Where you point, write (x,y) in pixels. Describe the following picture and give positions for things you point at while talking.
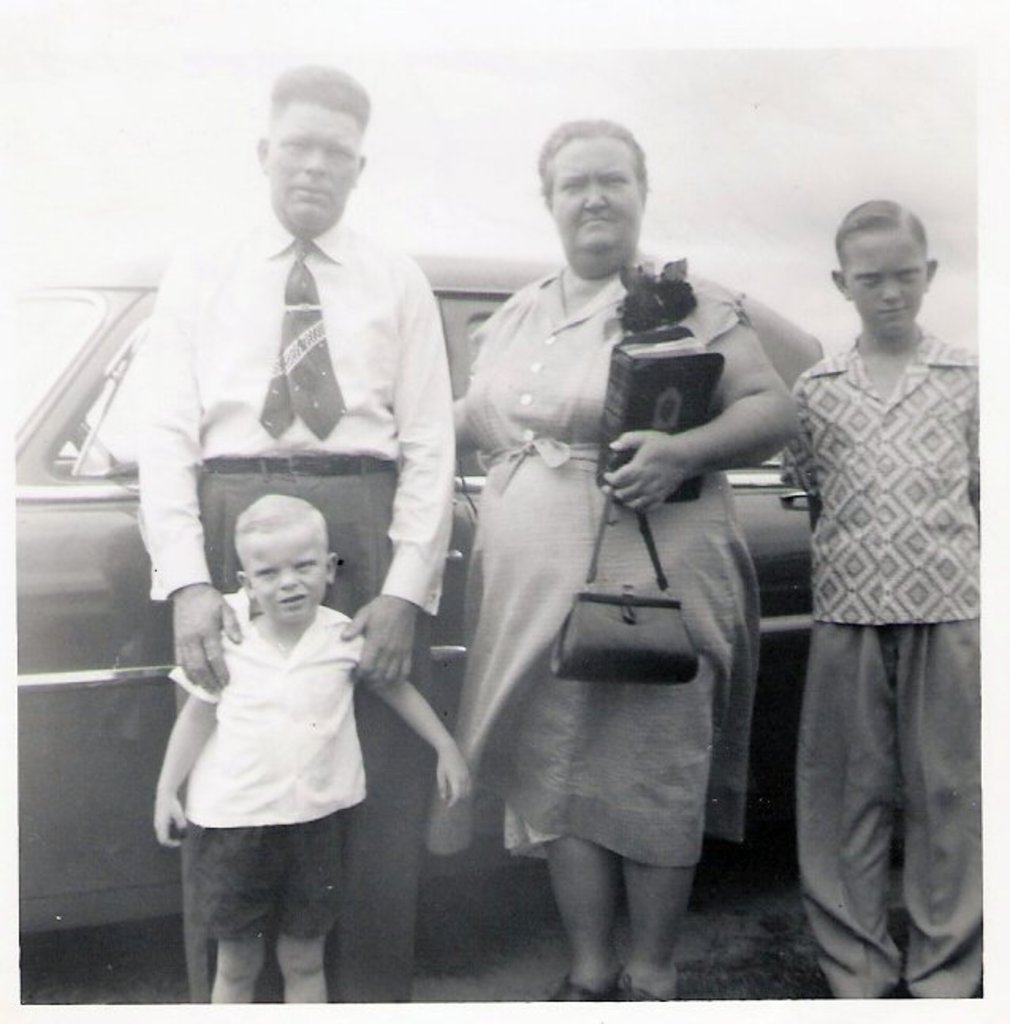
In this picture we can see few people (511,367), they are standing near to the car (126,526), in the middle of the image (530,432) we can see a woman (533,316), she is holding a book (639,382) and a bag (630,643).
